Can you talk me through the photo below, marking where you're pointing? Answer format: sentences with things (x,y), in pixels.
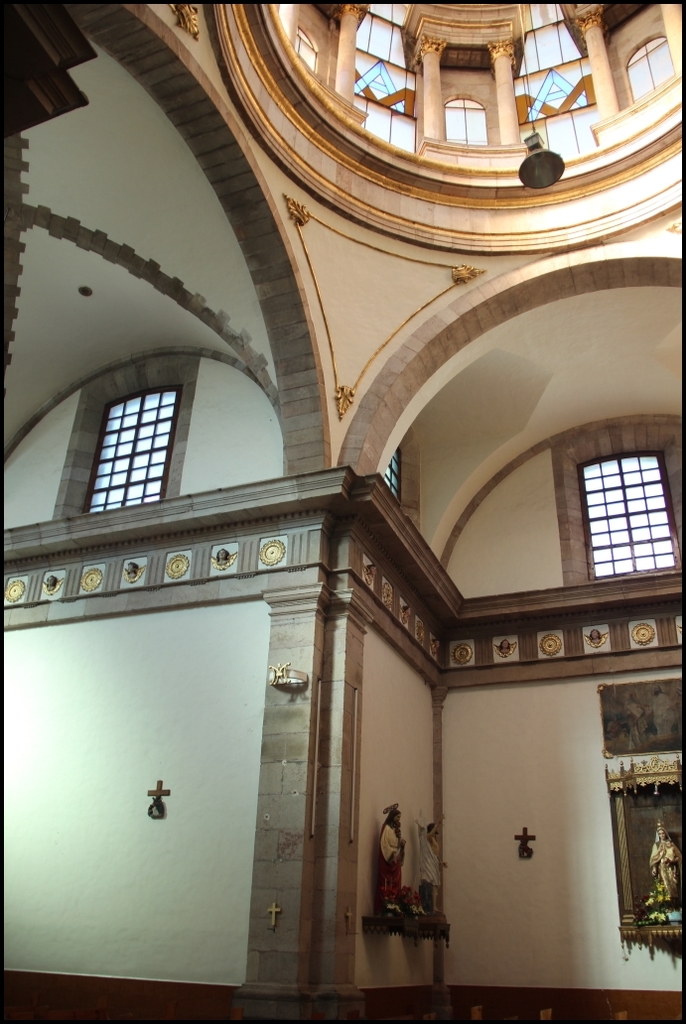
It looks like an inside part of a church (535,665), there are statues (430,876) of Jesus Christ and other persons (436,864) in this image.
